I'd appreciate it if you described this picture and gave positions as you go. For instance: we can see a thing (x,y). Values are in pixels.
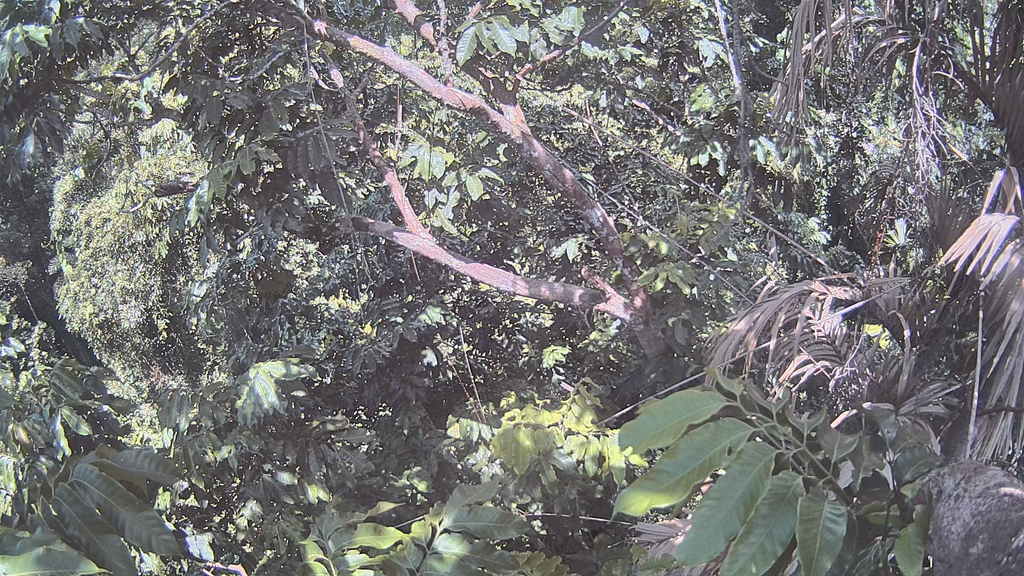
In this picture, we can see some trees (774,236), electric wires (726,202) and green leaves (881,516).
